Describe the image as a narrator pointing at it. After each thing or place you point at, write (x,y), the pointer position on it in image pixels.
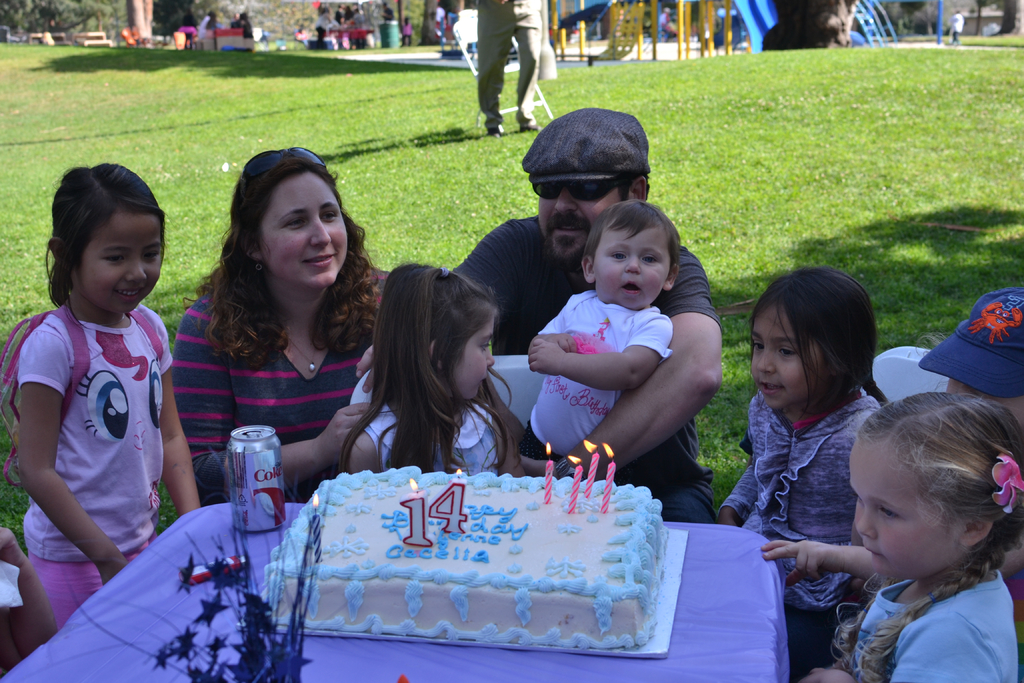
At the bottom (714,634) there is a table (723,608) which is covered with a cloth (753,605). On the table (384,653) a cake (391,601), coke tin (242,484) and some other objects (238,627) are placed. Around the table (307,647) few children (1000,604), a man (558,230) and a woman (220,427) are sitting. The man (523,274) is carrying a baby (624,375) in the hands (625,408). In the background (748,199), I can see the grass (813,181) on the ground (482,140) and one person (490,90) is standing. At the back of him there is a chair (472,40). At the top of the image (571,34), I can see few people (319,36) and there are few games (755,14) and also I can see some trees (39,19).
